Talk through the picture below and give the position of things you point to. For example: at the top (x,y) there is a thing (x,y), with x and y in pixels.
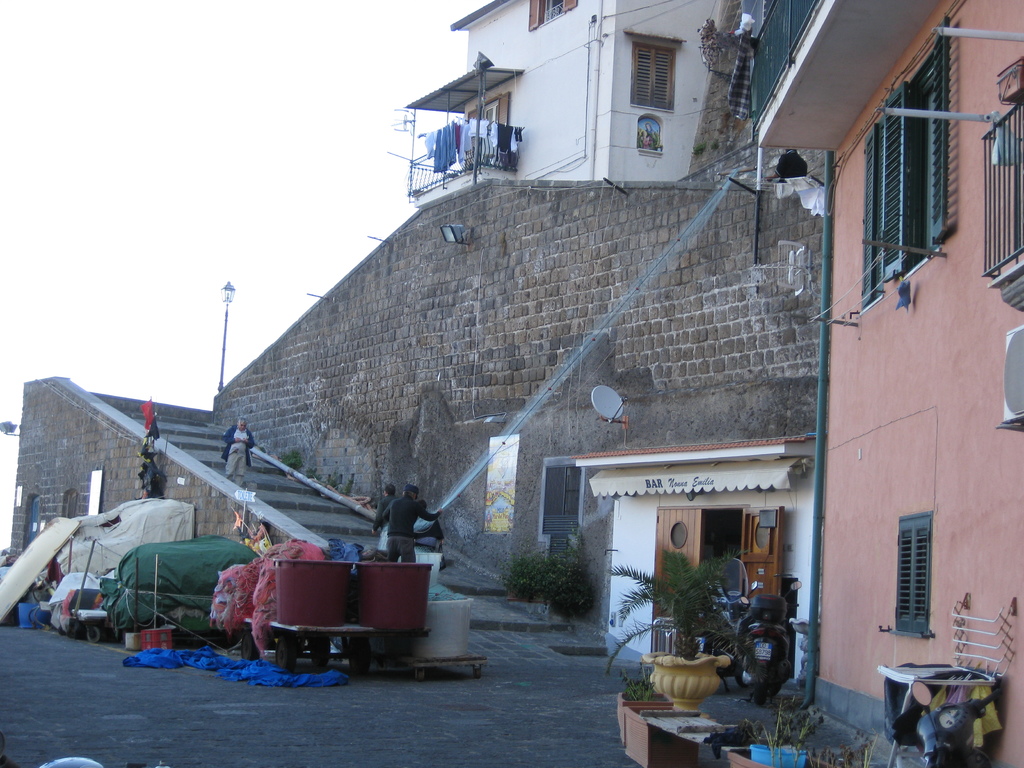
In this image there are buildings (650,174). In the bottom right (689,692) there are flower pots (641,679) on the ground (591,700). There are windows (901,165), railing (471,163) and doors (679,530) to the building (596,106). To the left (64,551) there are many objects (197,613) on the ground (643,665). Behind it there are steps (287,509). There are a few people (386,505) on the steps (314,499). Behind the building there is a street light pole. At the top (206,74) there is the sky (204,122).
